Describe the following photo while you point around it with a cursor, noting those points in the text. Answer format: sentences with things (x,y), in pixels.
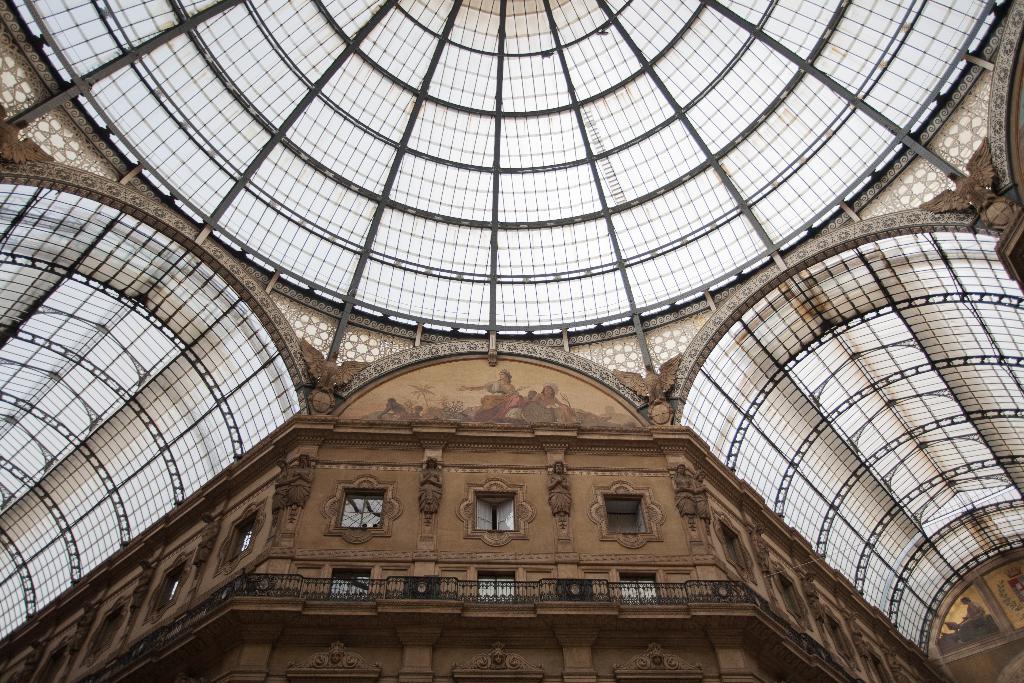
In this image at the bottom (559,506) there is a building (651,589) and some sculptures (816,608), and at the top (435,88) there are some objects (566,219) and wall (612,335).
